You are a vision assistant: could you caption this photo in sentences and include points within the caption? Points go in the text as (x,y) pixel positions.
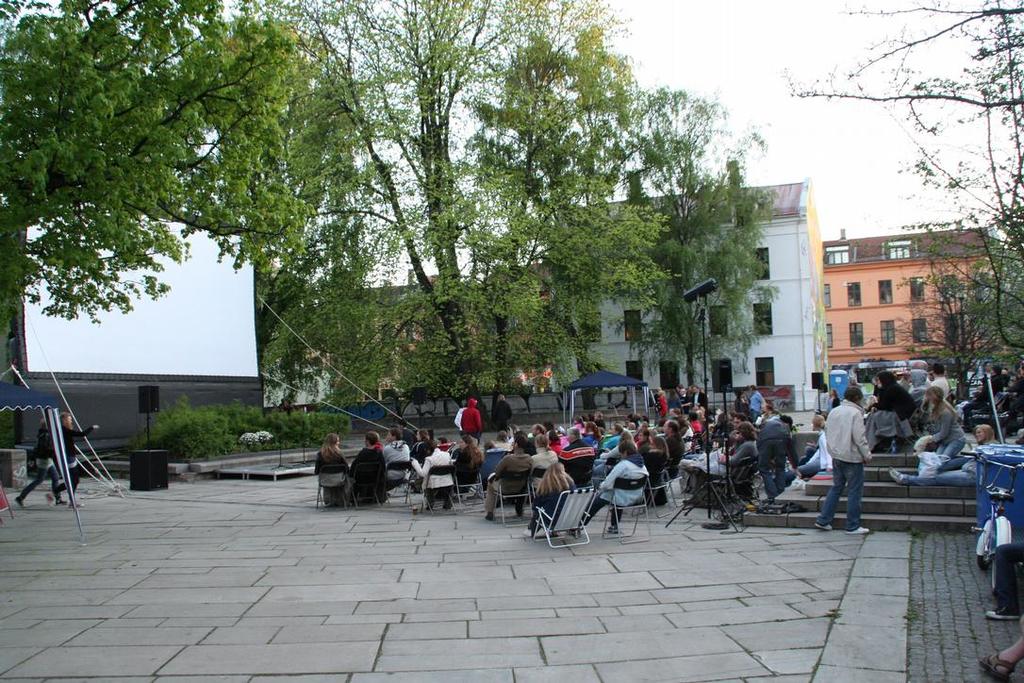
In this image there are so many people (645,431) sitting on chairs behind them there are buildings (665,375), trees (572,366) and screen (197,299).
